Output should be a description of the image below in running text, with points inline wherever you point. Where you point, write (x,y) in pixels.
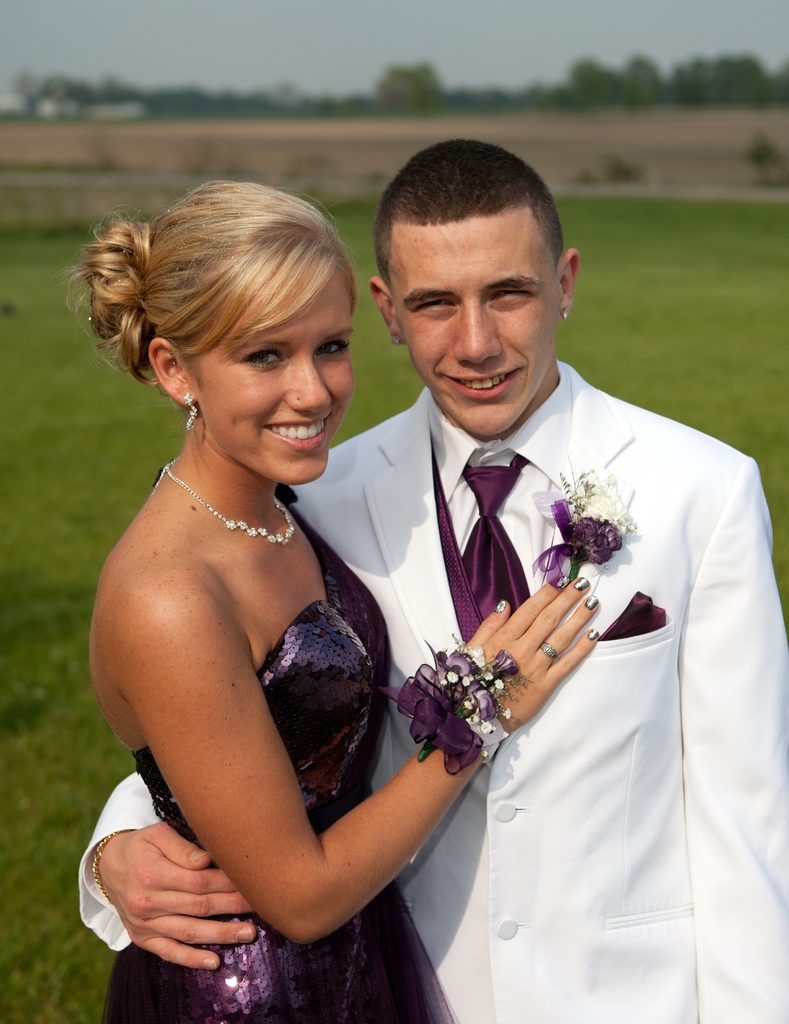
In this image in the foreground (515,696) there is one man (515,797) and one woman (240,485) standing, and they are smiling. And in the background (37,178) there are some trees (777,101), plants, walkway (37,178). At the bottom (41,825) there is grass (33,898).
